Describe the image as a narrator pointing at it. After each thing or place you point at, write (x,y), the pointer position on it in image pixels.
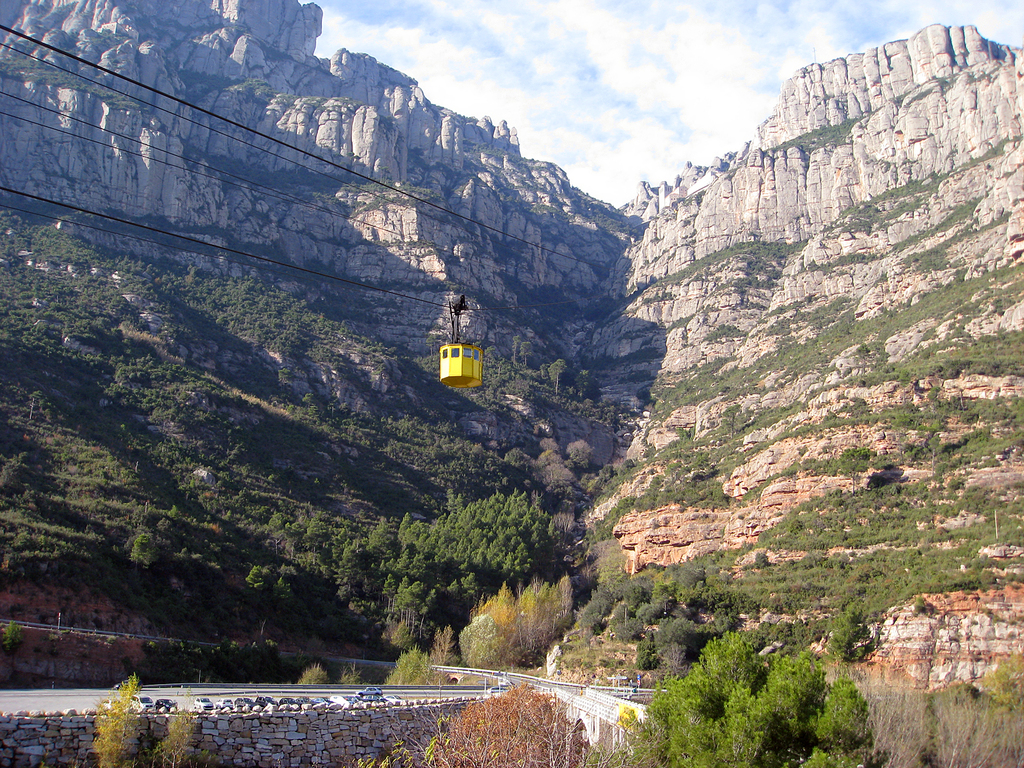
In this image I can see the cable car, few trees (516,447) in green color. In the background (668,112) I can see few rocks (699,244) and the sky (626,60) is in blue and white color.
